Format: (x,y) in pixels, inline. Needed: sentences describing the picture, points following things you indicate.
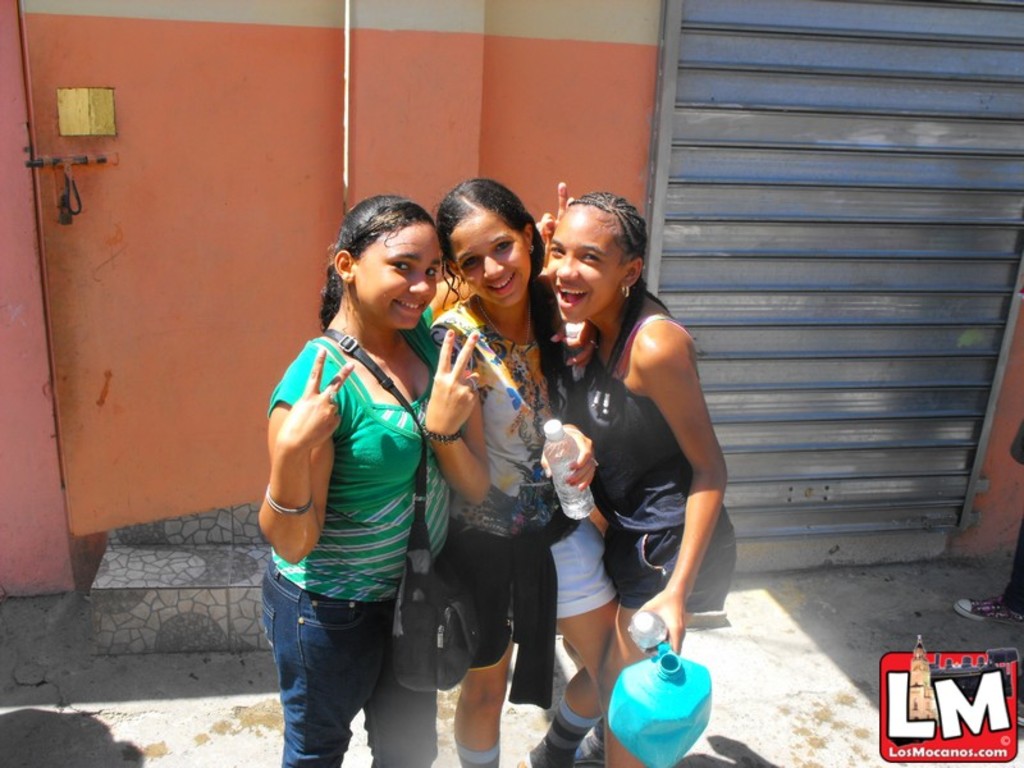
In this image we can see three people (477,340) standing near the wall (534,136) and holding some objects (661,662). There is one door (118,509), one person's leg (966,614) near to the shutter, one sticker (982,704) with text (982,720) and image (915,701) on the right side (894,741) corner of the image.
